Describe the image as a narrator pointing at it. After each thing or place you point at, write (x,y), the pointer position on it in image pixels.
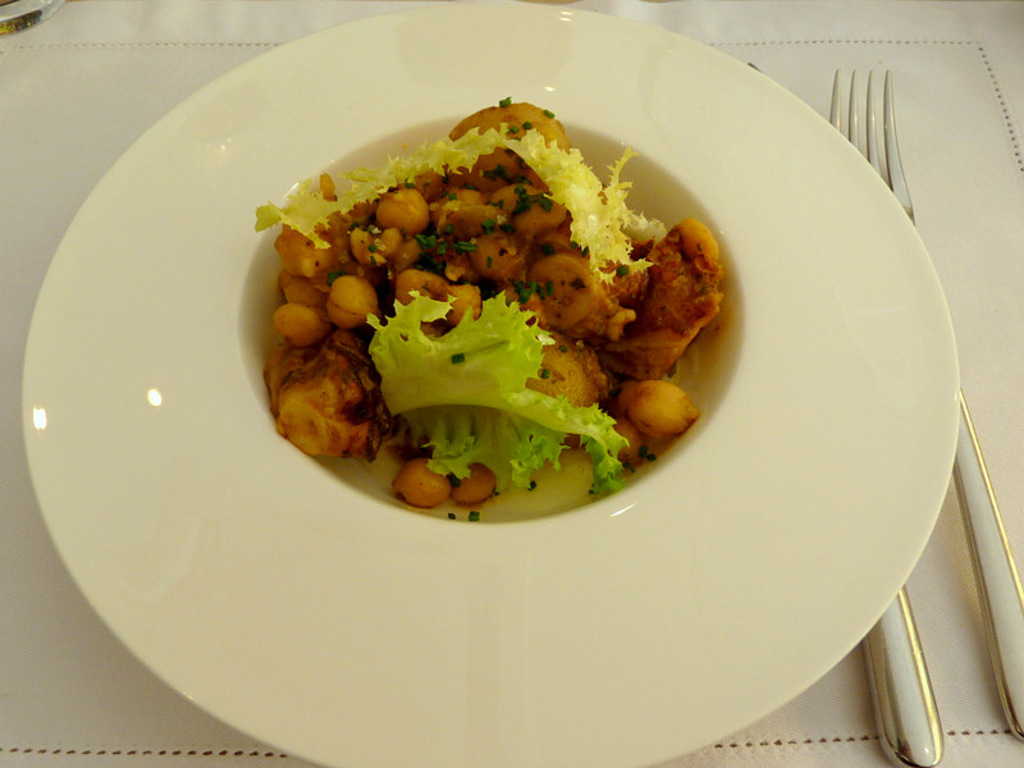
This image consist of food (523,395) which is on the plate (749,553) in the center (516,508). On the right side of the plate (858,161) there are forks (897,148).
